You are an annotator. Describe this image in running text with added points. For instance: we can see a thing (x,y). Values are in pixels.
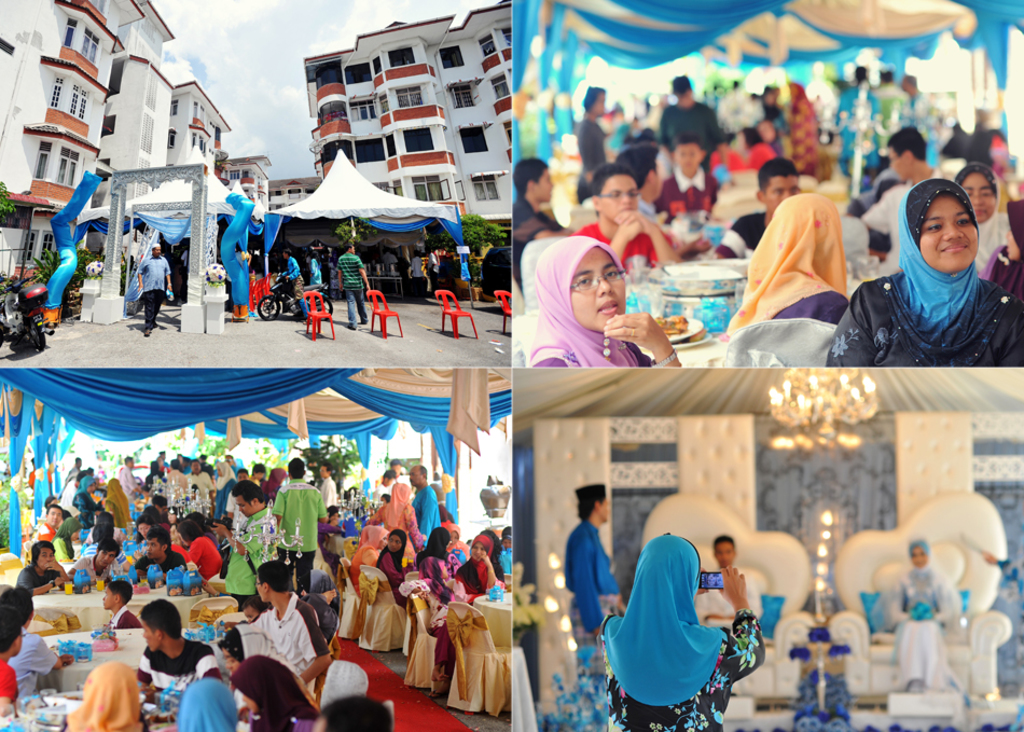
This is a collage image in which there are many people (435,496) in the images. There is a building (134,163) at the left side of the image (6,92).
